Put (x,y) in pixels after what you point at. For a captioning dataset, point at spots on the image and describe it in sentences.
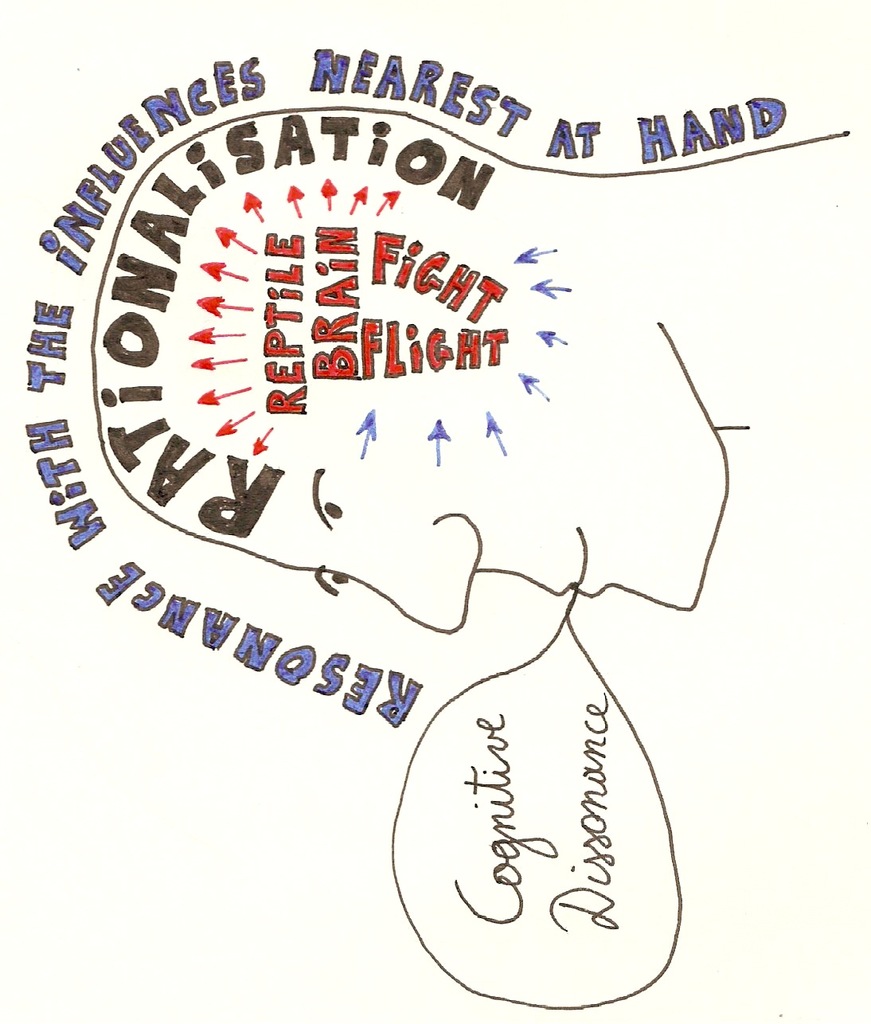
Here in this picture we can see an image of a face (671,528) drawn over there and on that we can see some text (301,664) written and colored over there.
